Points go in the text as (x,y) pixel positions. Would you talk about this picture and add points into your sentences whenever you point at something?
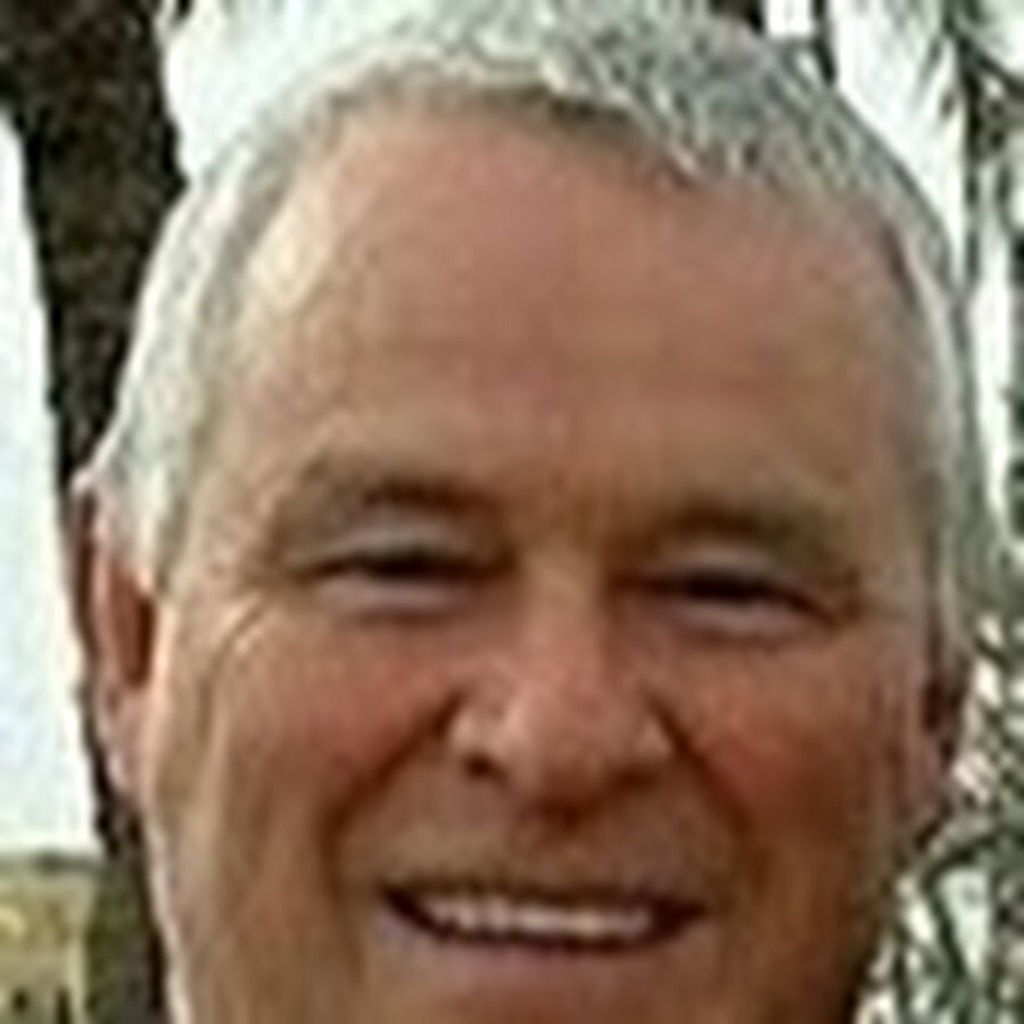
This picture is blur, in this picture we can see a face (442,973) of a man (183,951). In the background of the image (16,674) we can see the sky (16,604).
